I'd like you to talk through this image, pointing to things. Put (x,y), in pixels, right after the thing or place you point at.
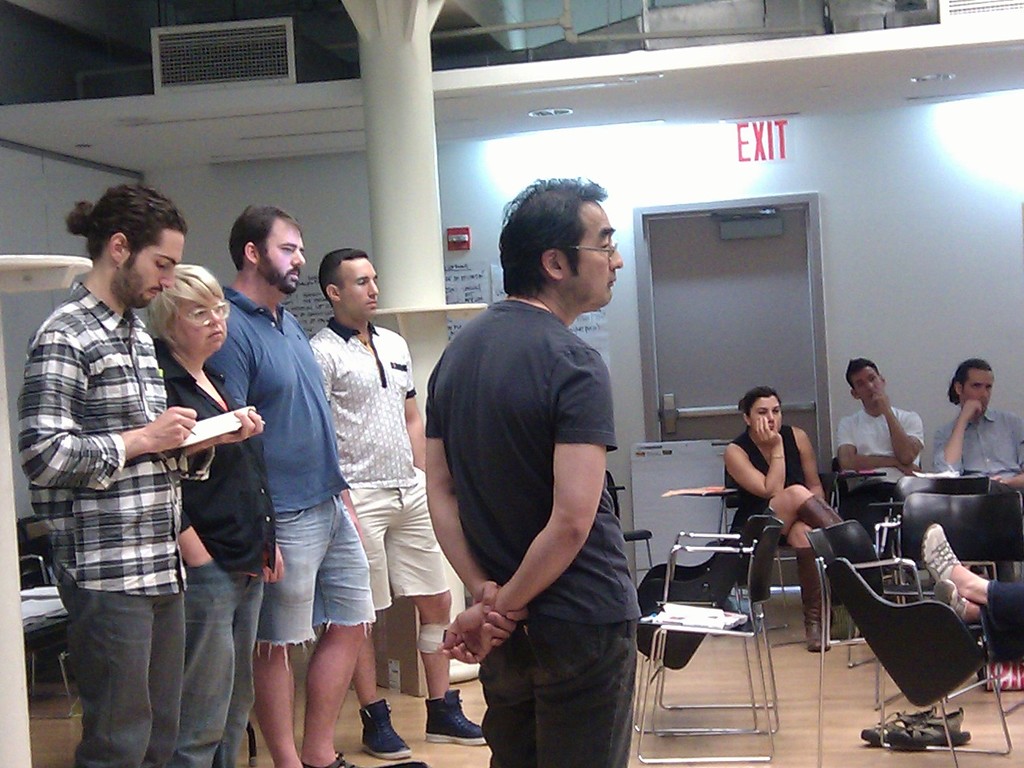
In this image on the left side (265,452) there are group of people (291,527) standing, and one person (172,526) is holding a book (195,437) and writing something. And on the right side (895,437) there are some people (774,492) who are sitting on chairs (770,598), and in the background (21,572) there are some chairs (972,495). At the bottom (840,733) there is floor (842,733), on the floor (992,739) there are a pair of shoes (923,734) and in the background (803,258) there is a door (776,368), pillar (406,310) and some posters (316,284) on the wall (225,199). At the top of the image (911,5) there are some boxes (947,12) and some objects (553,26) and lights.
